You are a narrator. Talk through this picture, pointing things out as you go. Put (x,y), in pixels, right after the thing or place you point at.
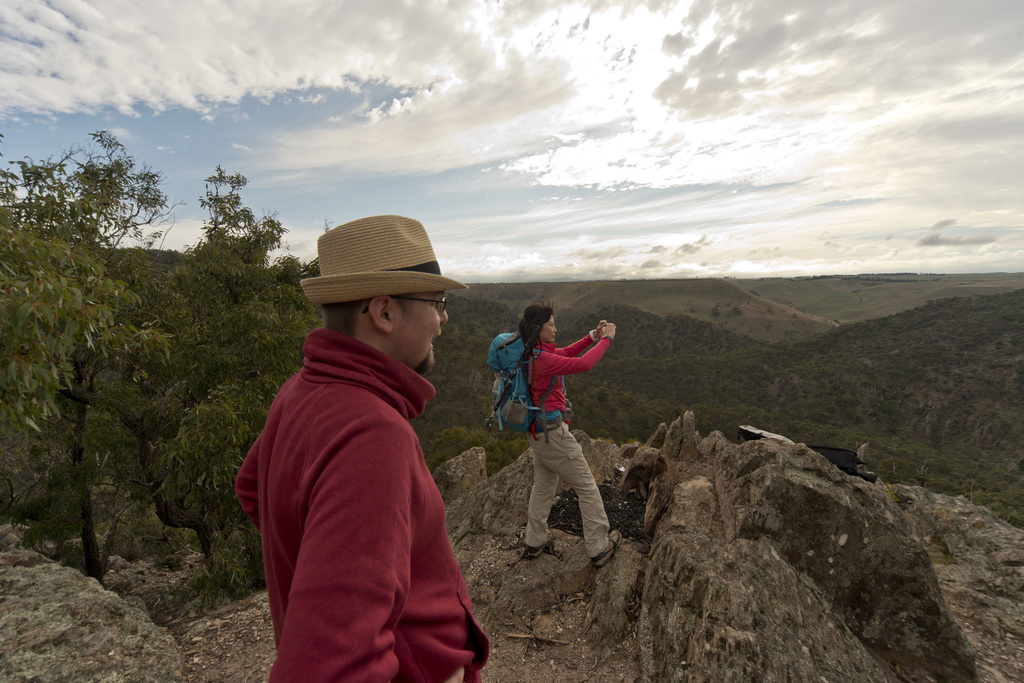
In this image we can see the mountains (652,314), one object (766,432) on the rocks (727,540), some rocks (172,641), one woman (536,321) wearing backpack (560,414) standing, one man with hat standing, some trees (620,320), bushes (718,316), plants (698,385) and grass (704,296) on the ground (664,306). At the top (949,222) there is the cloudy sky (925,181).
